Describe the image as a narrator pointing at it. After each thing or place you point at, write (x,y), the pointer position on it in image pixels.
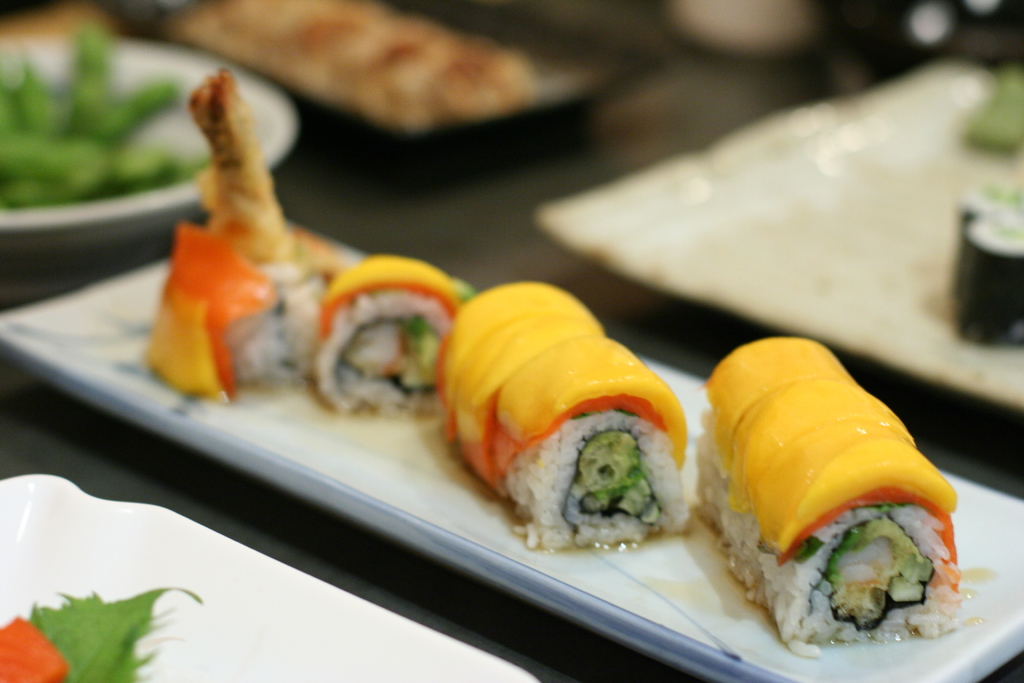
In this image I see white color plates (992,552) on which there is food (547,469), in which this food (515,379) is of yellow, orange, white and green in color and this food (116,136) is of green in color and this food (123,642) is of green and orange in color and this food (338,73) is of brown in color and this food (974,316) is of black and white in color and I see that it is blurred in the background (491,109) and all these things (621,197) are on a brown surface (660,33).
